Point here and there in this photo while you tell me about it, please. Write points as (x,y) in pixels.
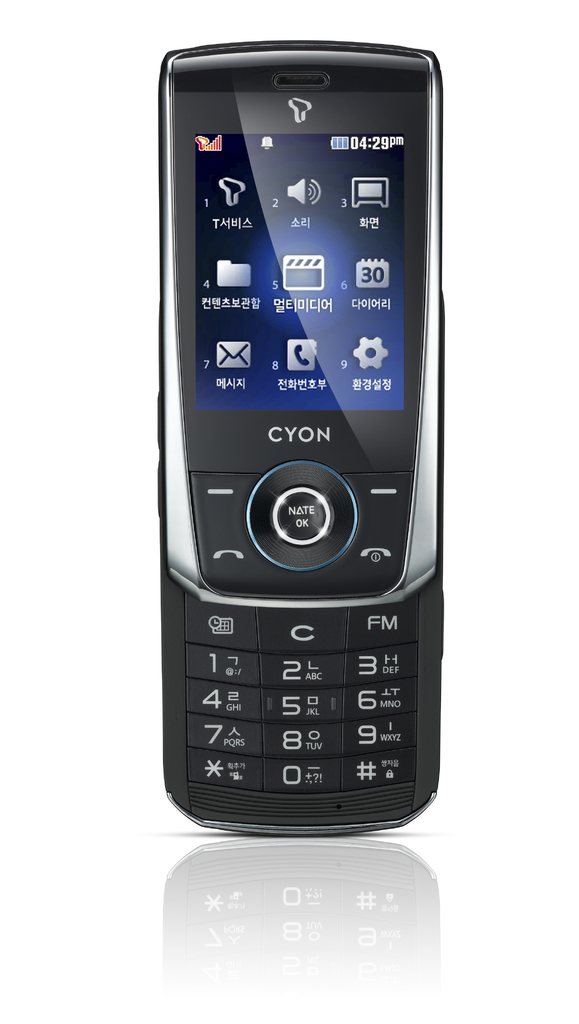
In the center of the image (313,436) a mobile (387,220) is there.
